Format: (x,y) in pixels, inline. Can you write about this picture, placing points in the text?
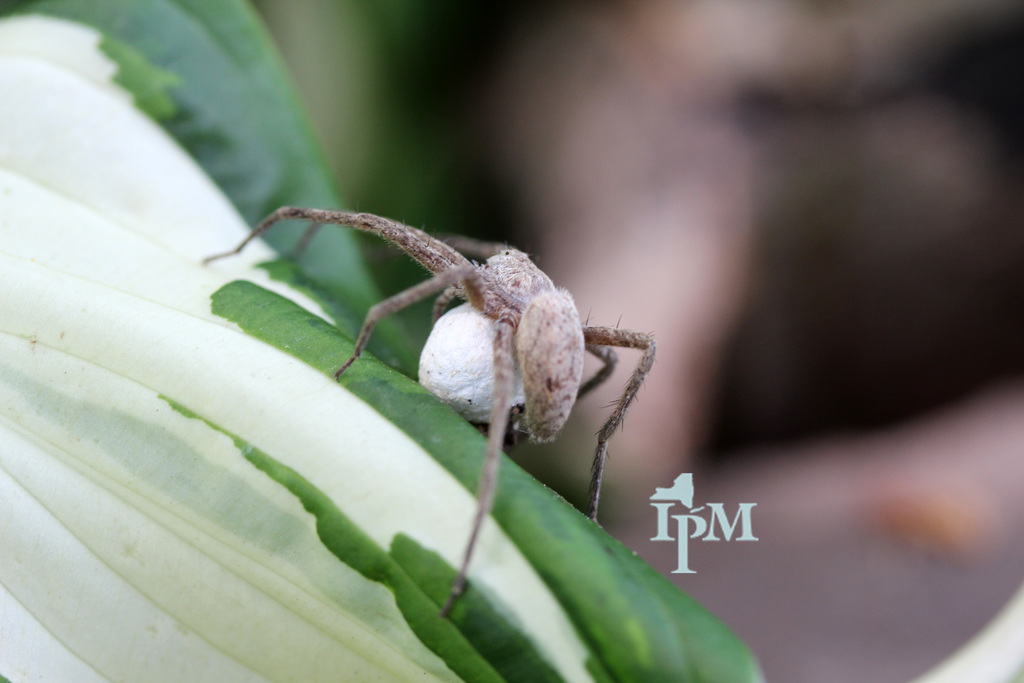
We can see an insect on a leaf (350,351). In the background (659,135) the image is blur and at the bottom (723,512) there is a text (681,522) written on the image.
